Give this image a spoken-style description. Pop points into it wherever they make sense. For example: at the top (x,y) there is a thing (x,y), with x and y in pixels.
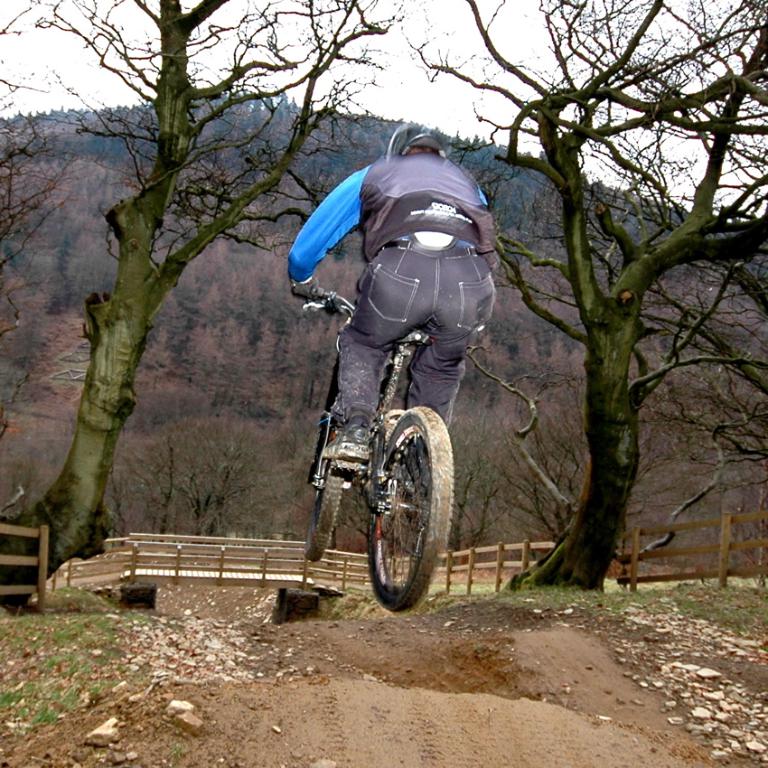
In this image I can see a person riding bicycle (401,491) in the air, background (181,577) I can see a bridge (205,550), few dried trees (517,471) and few trees (298,193) in green color and the sky (437,99) is in white color.
